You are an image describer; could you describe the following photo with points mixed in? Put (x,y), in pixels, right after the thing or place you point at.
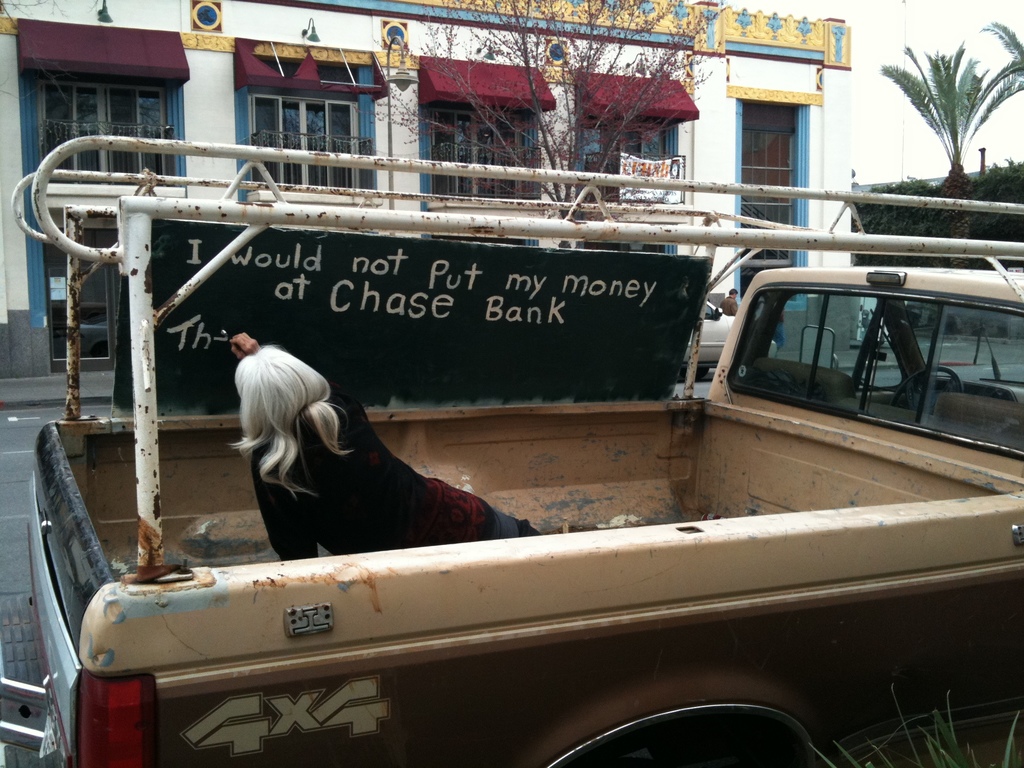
There is one woman (339,471), board (373,293) and a vehicle (615,552) present at the bottom of this image (496,609). In the background (451,129), we can see trees (585,114) and a building (589,133).
